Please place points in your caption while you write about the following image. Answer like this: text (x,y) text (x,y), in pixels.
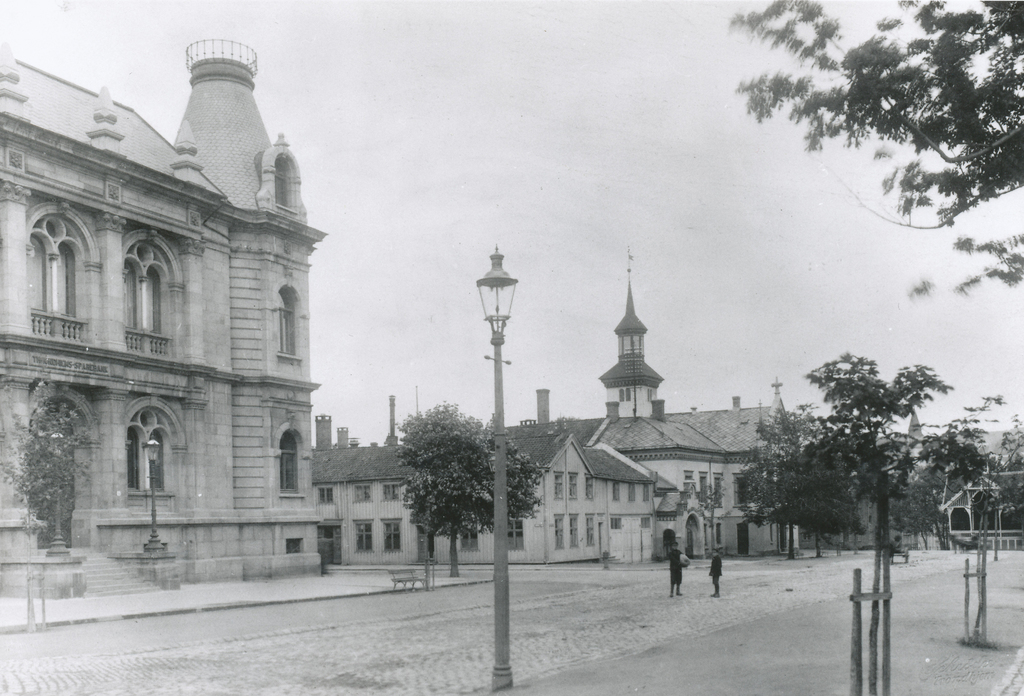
In this image we can see two people (719,575) standing on the road (518,625), there are few buildings (112,385), trees (421,495), a street light (500,598) and sky (574,181) on the top (644,180).
